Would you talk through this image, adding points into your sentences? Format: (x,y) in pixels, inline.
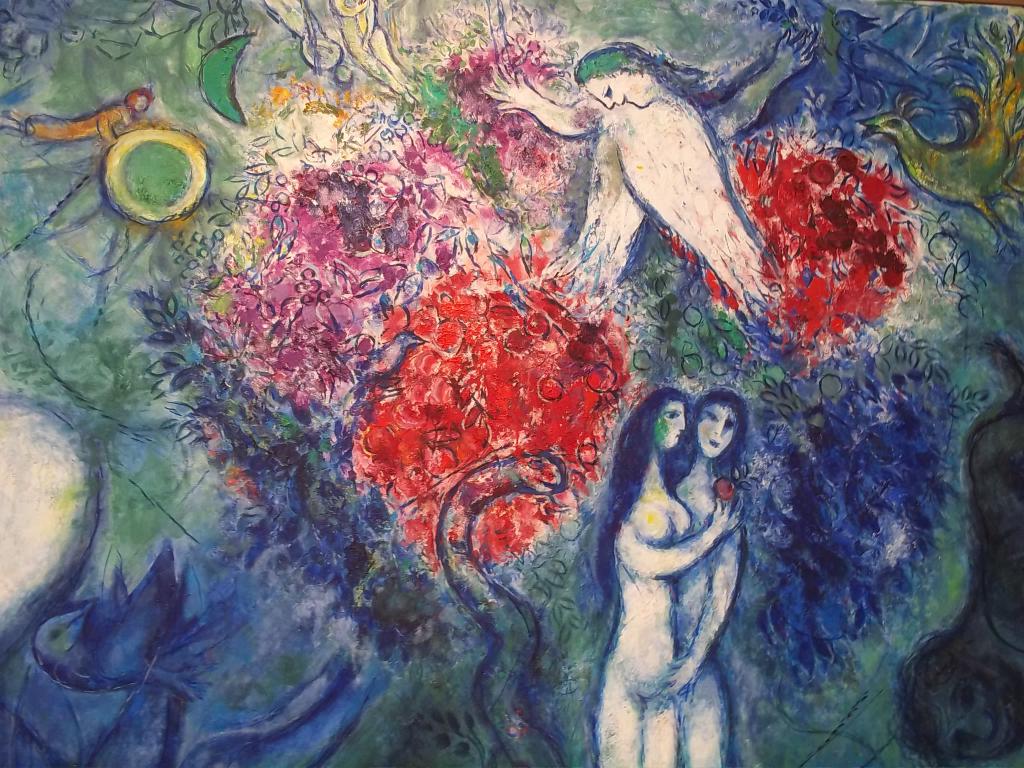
In this picture we can see a painting (480,485), in this painting (569,213) we can see two persons (711,529), a snake (565,465), a bird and some other things (623,202).
